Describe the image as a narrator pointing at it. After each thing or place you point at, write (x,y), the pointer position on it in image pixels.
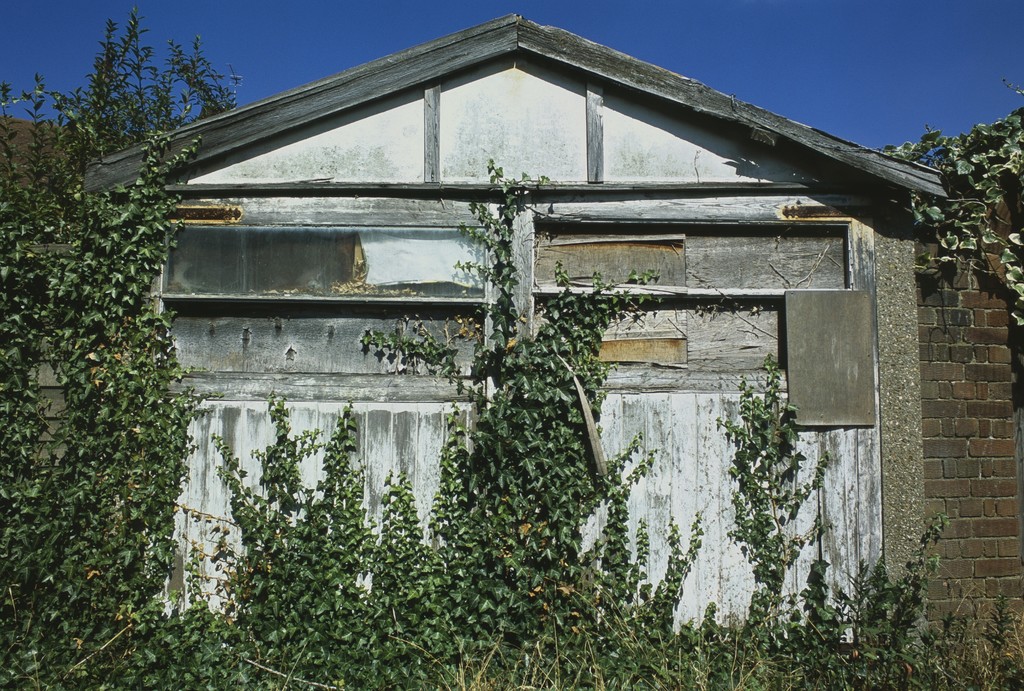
In this image there is a house (488,335), wall (933,341), sky (563,22), trees (72,347) and plants (690,621).
